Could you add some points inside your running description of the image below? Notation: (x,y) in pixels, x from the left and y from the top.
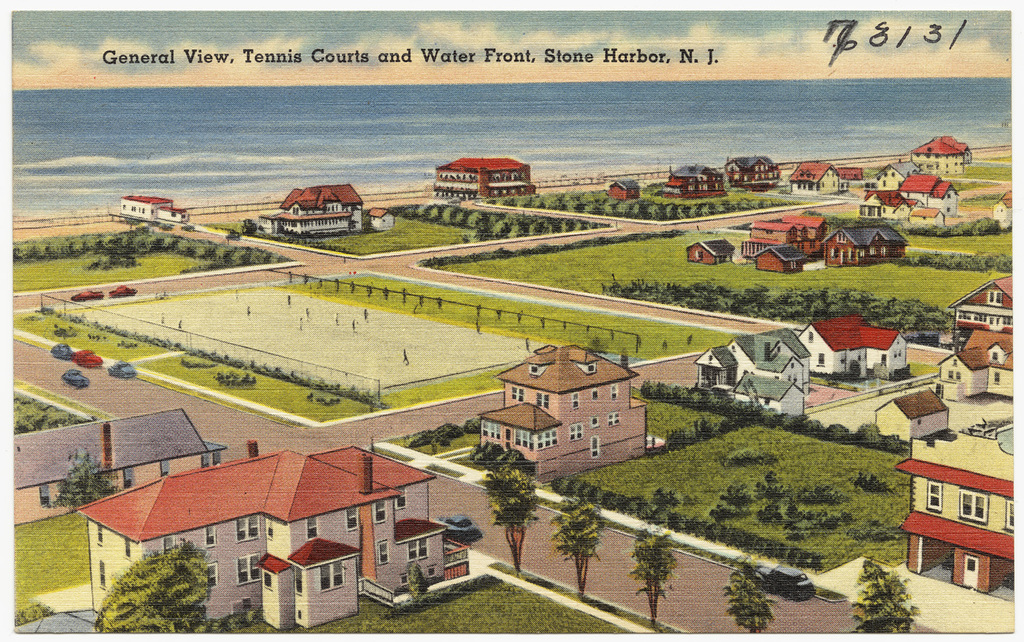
Here we can see houses (310,527), trees (515,550) and grass (550,275). Background (734,31) we can see water (666,107) and sky (740,43) with clouds (729,52). Top of the image (846,40) we can see text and number (840,22).
